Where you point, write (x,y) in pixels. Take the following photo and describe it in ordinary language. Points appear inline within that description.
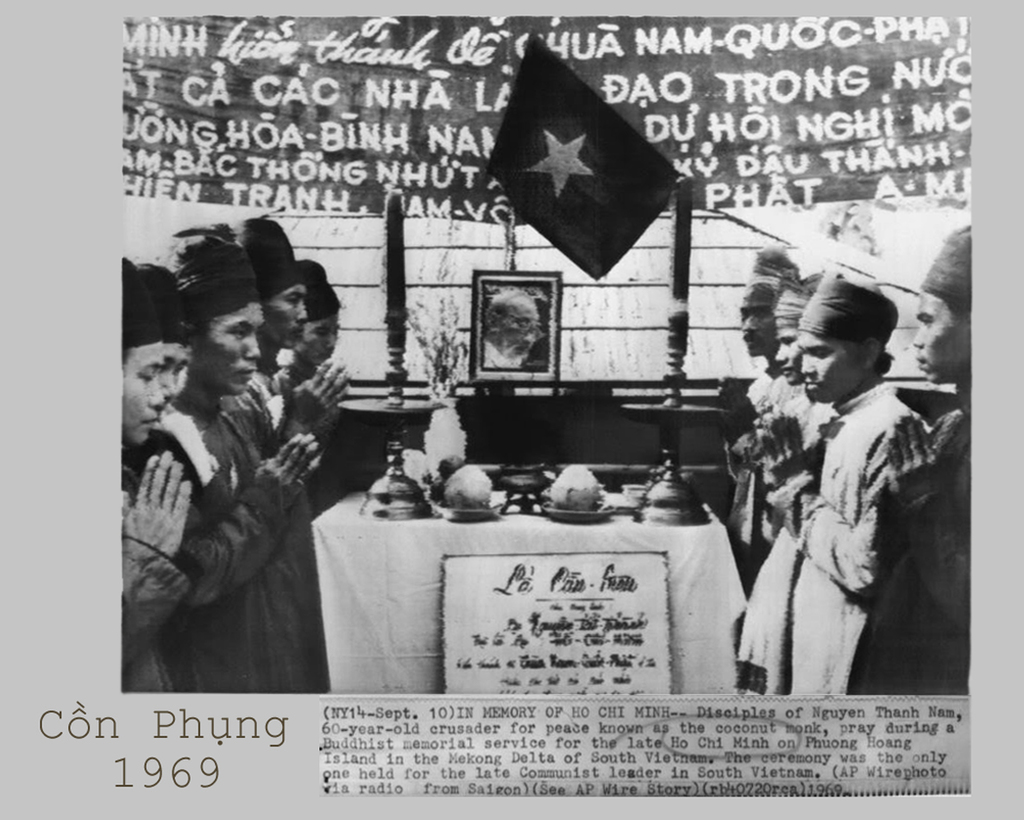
In this image I can see the black and white paper (189,232). In the paper (123,397) there are few people (181,502) standing in-front of the table (431,535). On the table (446,541) I can see plants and in the back (535,356) there is a frame (489,347). I can also see the flag (565,250) to the side. In the back (484,114) there is a banner (802,44) and something is written on it.
